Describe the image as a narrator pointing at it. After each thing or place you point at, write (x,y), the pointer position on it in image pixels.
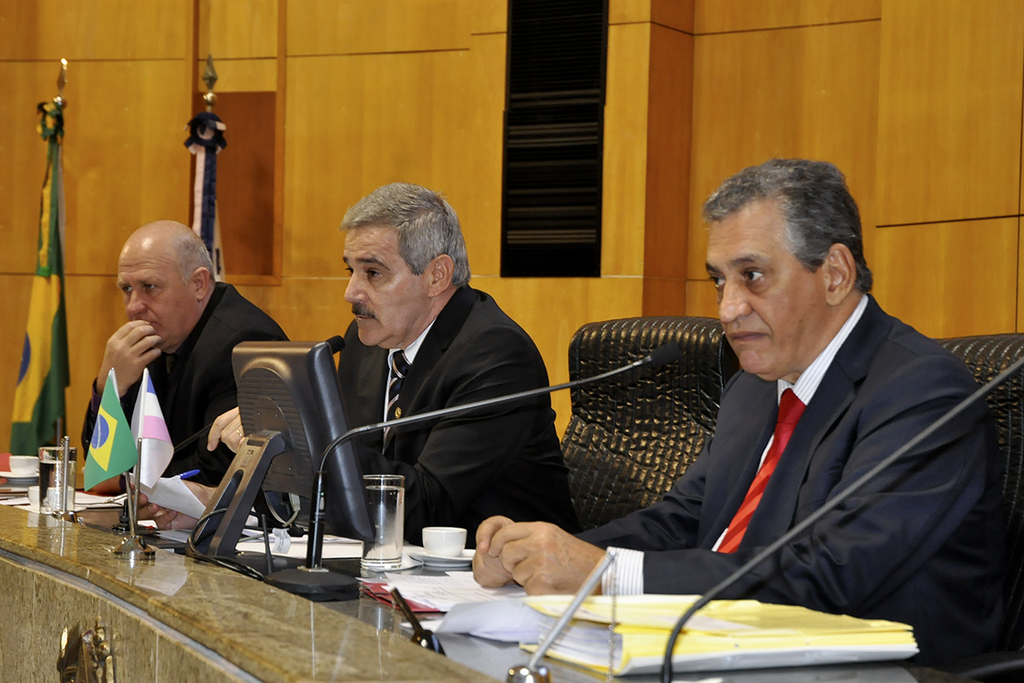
In this picture there are people (280,334) those who are sitting on the chairs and there is a desk (129,603) in front of them, on which there are papers (571,642), books (574,624), glasses (368,482) and mic (349,582) there are flags (61,170) on the left side of the image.
